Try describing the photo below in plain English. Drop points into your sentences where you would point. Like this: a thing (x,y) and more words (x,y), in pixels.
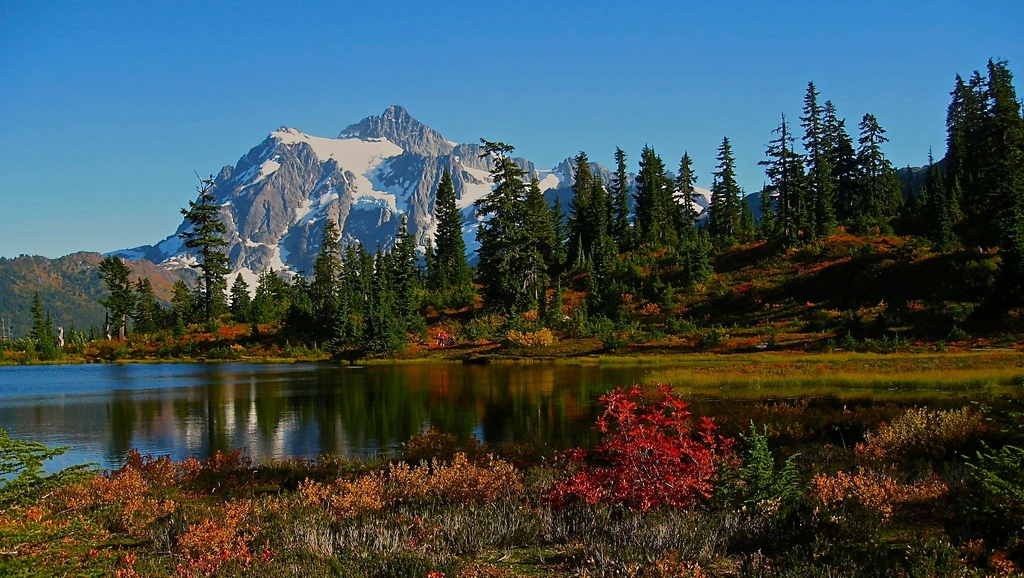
In the foreground of this image (763,492), there are plants (365,468). In the middle (487,381), there is water (7,394). In the background (497,245), there are trees (590,196), mountains (431,142) and the sky (497,69).
